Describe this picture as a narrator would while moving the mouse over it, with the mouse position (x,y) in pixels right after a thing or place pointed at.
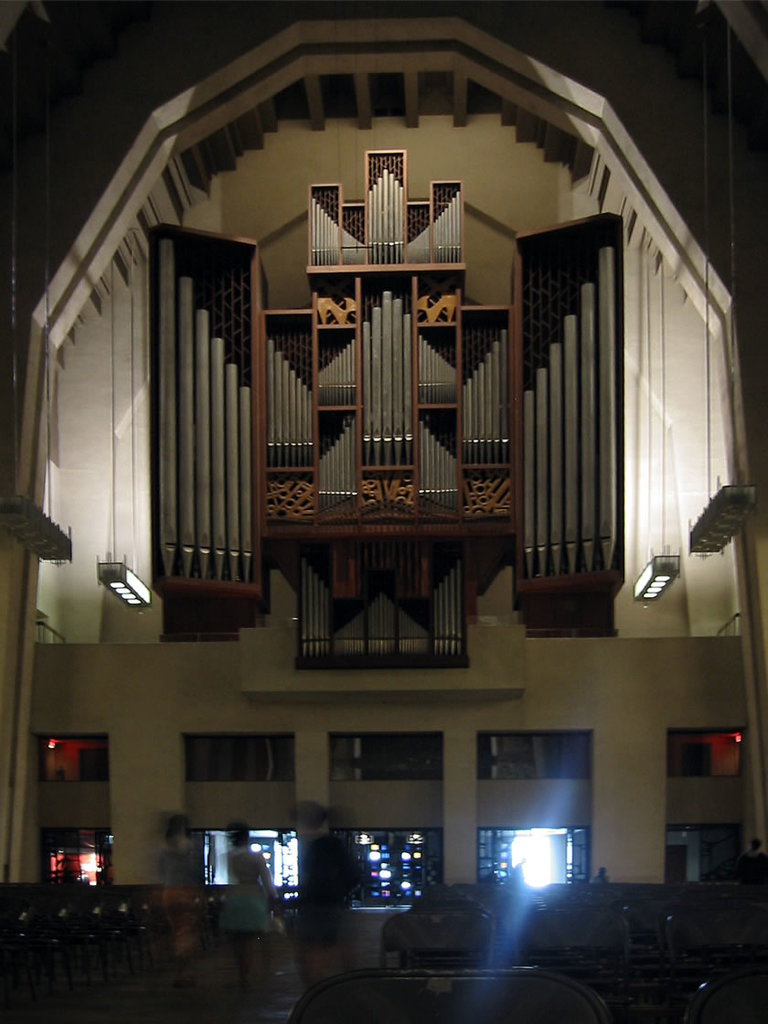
As we can see in the image there is a wall (723,589), lights (61,555), windows (280,847) and a person (258,913) over here. The image is little dark.
